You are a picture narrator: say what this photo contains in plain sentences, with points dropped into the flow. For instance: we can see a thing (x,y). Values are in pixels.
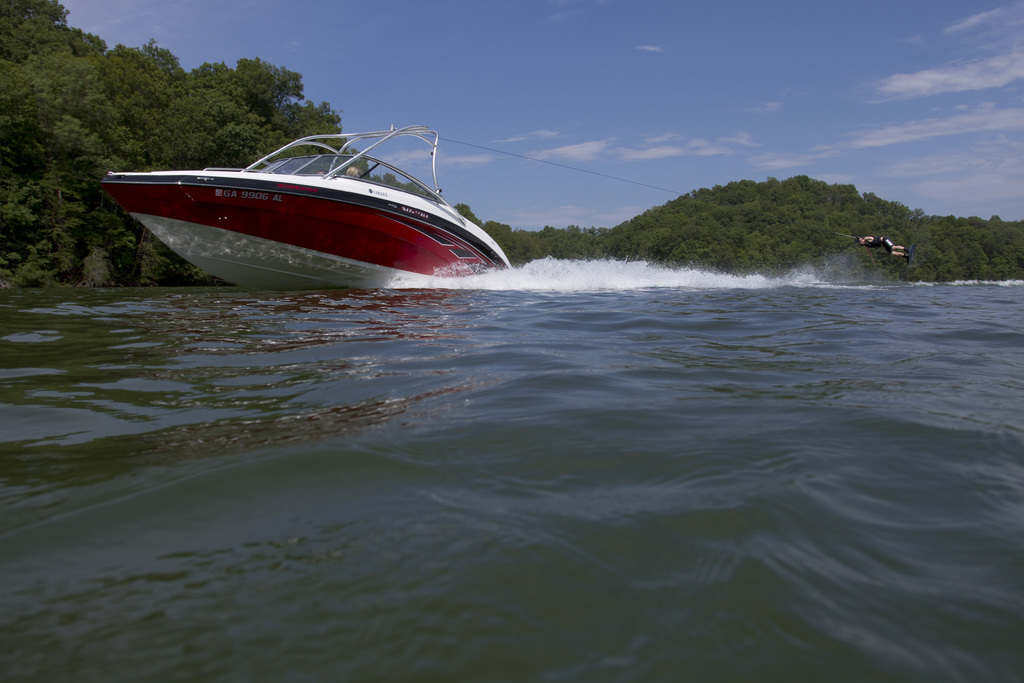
In this image a man (869,242) performing a wake surfing behind the boat (353,239) in the river (435,288) in the background (305,124) there are mountains (315,149) which are covered with trees (591,242) and a blue sky (670,142).
